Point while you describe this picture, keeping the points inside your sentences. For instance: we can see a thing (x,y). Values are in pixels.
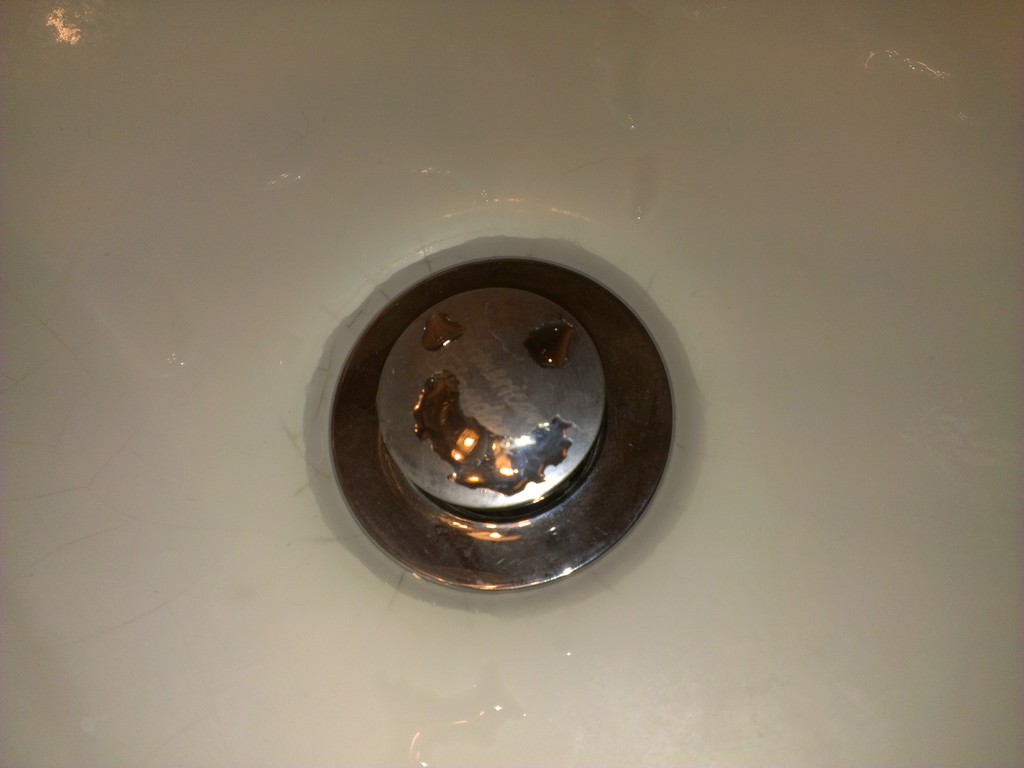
There is a sink (319,513) with drain (505,469). On that there is water (495,447).
